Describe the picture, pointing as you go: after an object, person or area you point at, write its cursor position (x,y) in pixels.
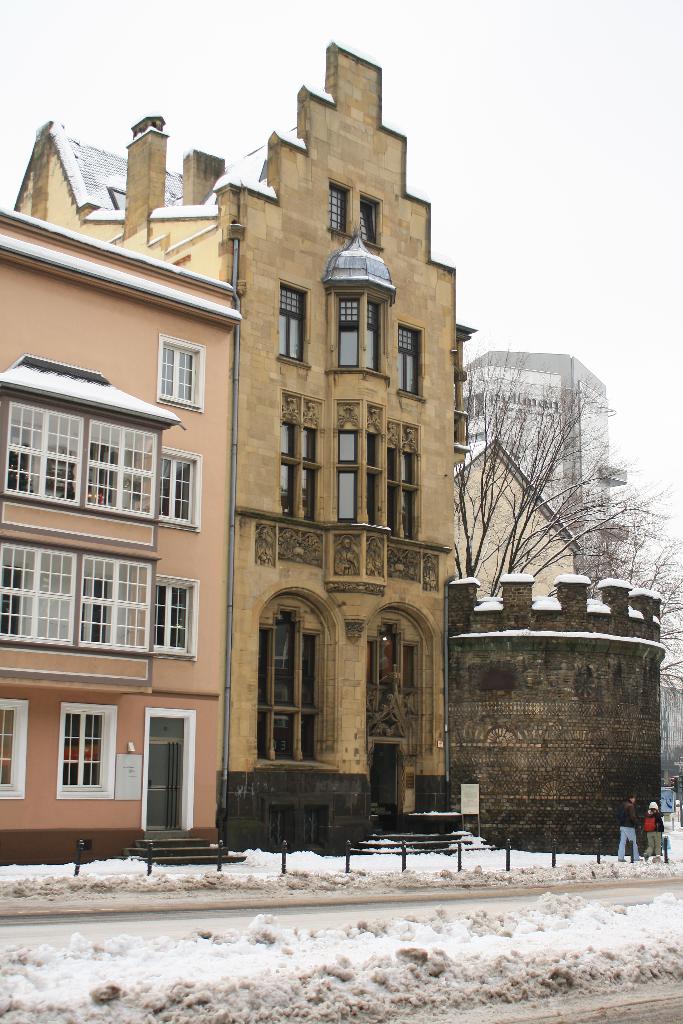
In the image there are buildings (311,509) in the back (454,669) with many windows (37,570) on it, there are two persons (627,834) walking on the road (645,881) on right side (659,826), there road (103,916) is covered with snow (658,907) and above its sky (105,22).
